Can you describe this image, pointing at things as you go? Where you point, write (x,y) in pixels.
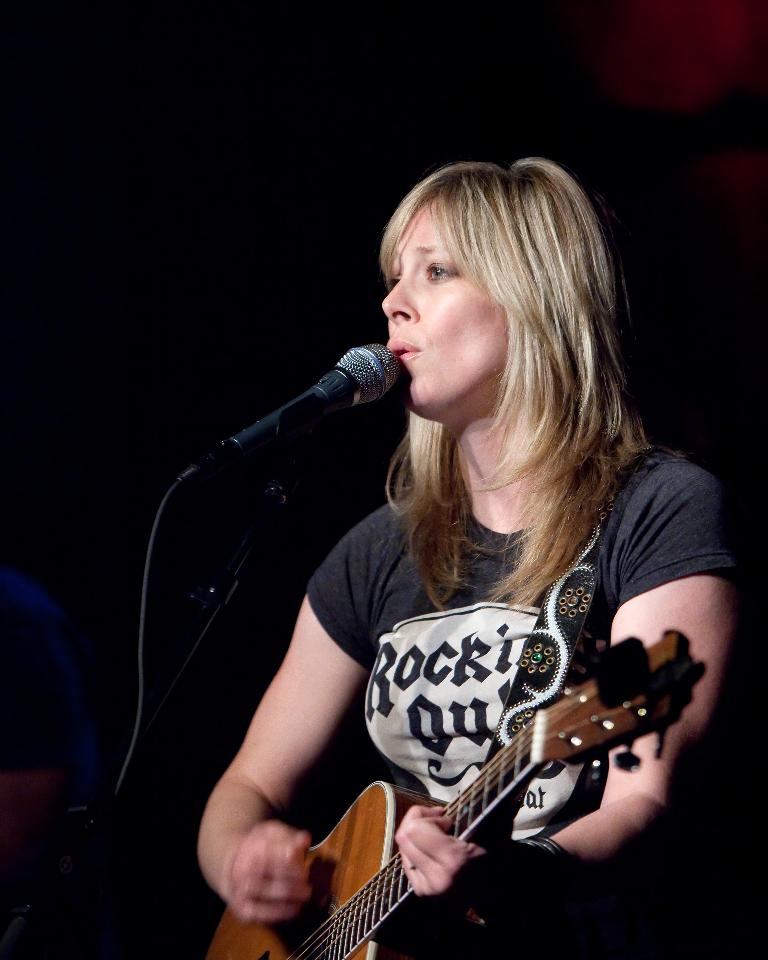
This woman (449,934) is playing guitar (322,872) and singing in-front of mic (367,366). This is mic holder (225,603).
